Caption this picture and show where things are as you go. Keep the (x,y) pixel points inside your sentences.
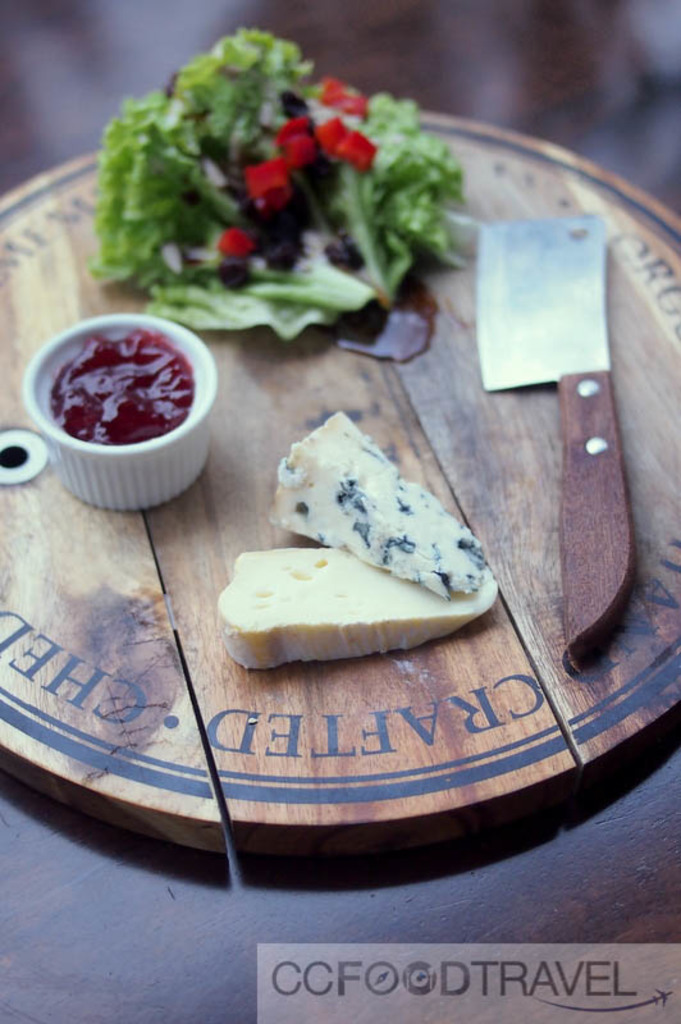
In this picture we can see a wooden chopping board (455,745), we can see leafy vegetable (332,185), a cup (104,470), a knife (573,456) and some food (387,578) present on the chopping board (641,446), at the bottom (504,986) there is some text (399,966).
